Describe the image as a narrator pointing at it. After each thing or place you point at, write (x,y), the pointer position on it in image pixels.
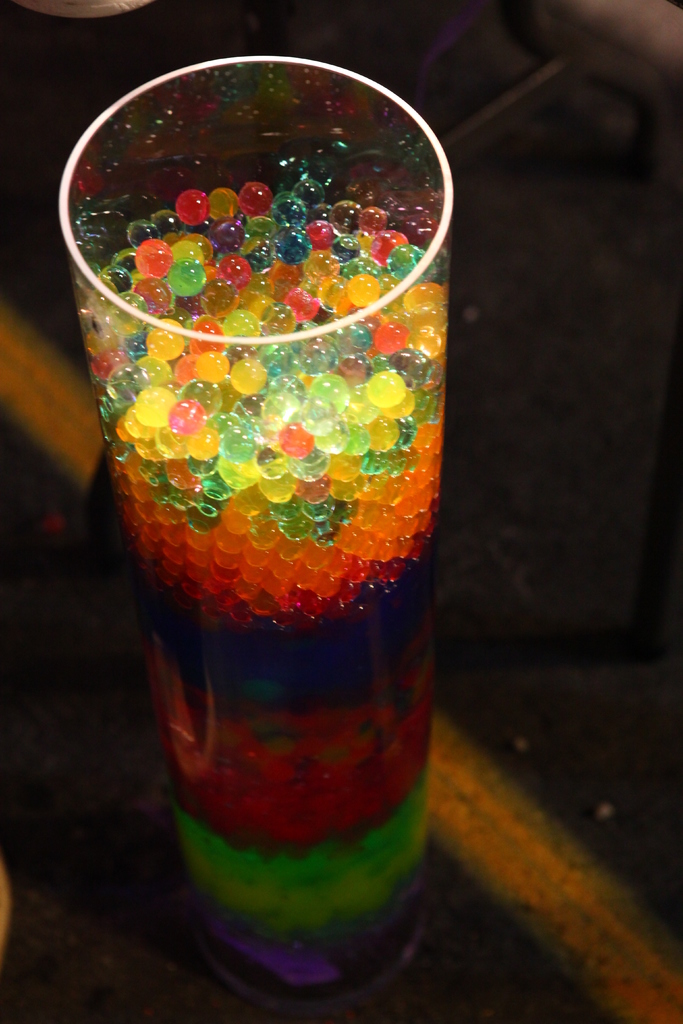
In this image there is a glass (291,577) on the ground (82,528), there are objects (331,629) in the glass (288,648), there is an object (61,11) truncated towards the top of the image (111,16).
